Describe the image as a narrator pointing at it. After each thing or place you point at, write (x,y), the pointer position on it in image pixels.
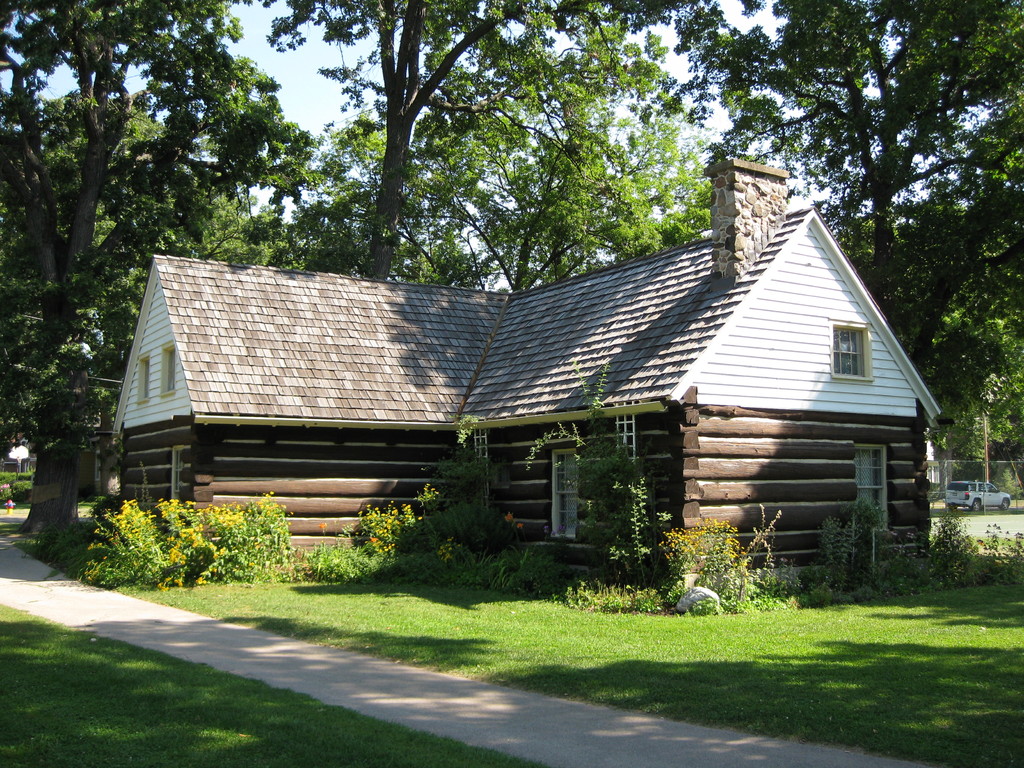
In this image I can see the house (342,441) and the house (289,440) is in brown and cream color. Background (946,438) I can see few vehicles (999,505), trees (688,155) in green color and the sky (319,90) is in white color.
